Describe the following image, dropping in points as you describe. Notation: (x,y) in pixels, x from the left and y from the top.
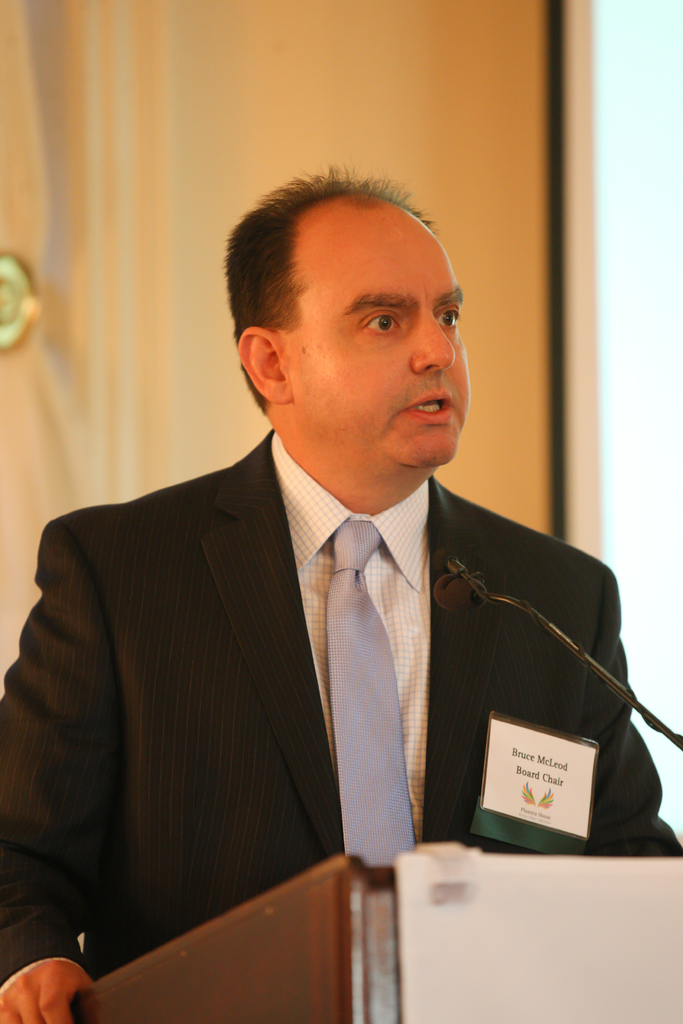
In this picture we can see a man (281,699), he is standing and speaking in front of the microphone (560,632).
